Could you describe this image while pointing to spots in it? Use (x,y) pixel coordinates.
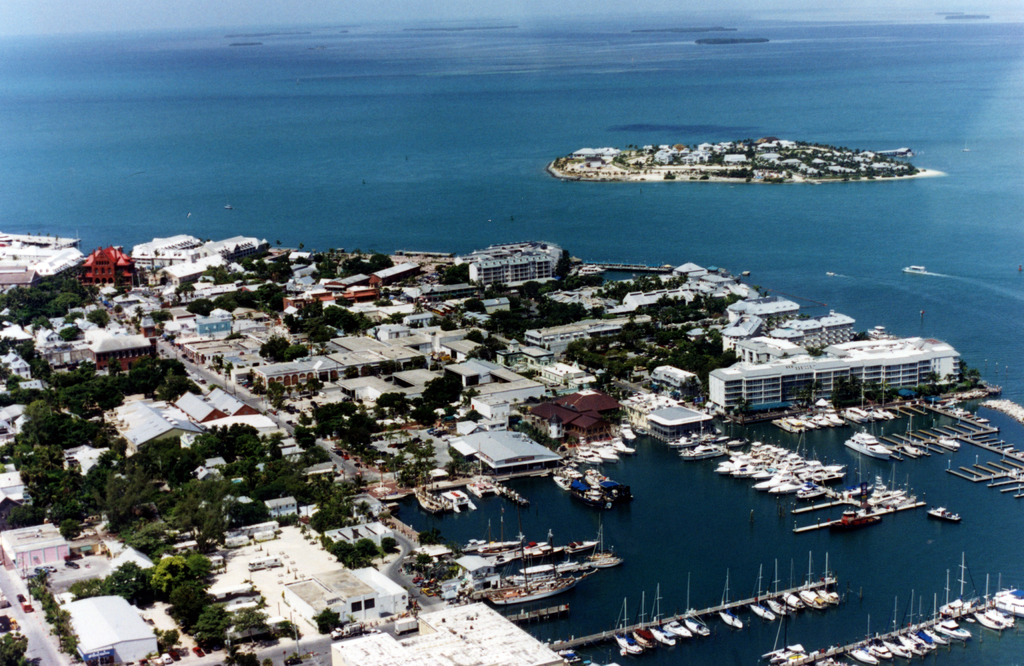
In this image, I can see the view of a city (330,495) with the buildings (165,412) and trees (642,334). On the right side of the image (711,559), there are boats (600,483) and ships (586,576) on the water (930,283). I can see an island (553,171).
